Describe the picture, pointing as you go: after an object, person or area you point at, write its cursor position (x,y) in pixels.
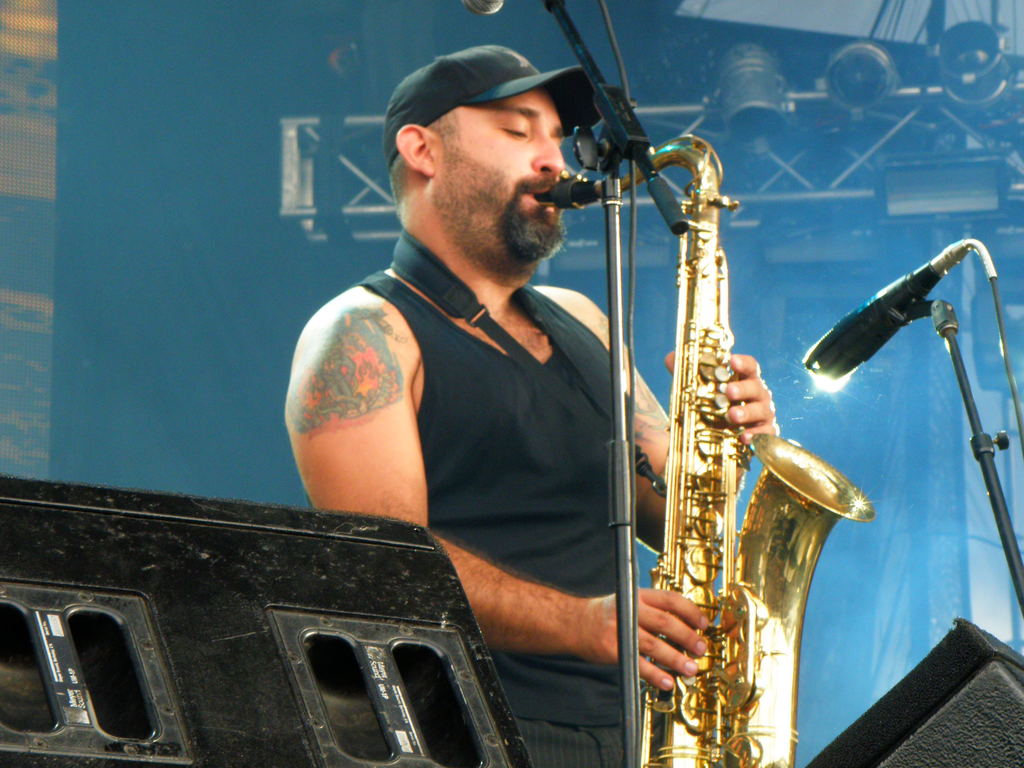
In this image there is a person (519,305) holding a musical instrument (688,210), standing in front of mike's (596,76), at the bottom (284,658) there are some objects (930,666), behind the person (534,461) there may be a wall (138,253), iron stand (298,206).
